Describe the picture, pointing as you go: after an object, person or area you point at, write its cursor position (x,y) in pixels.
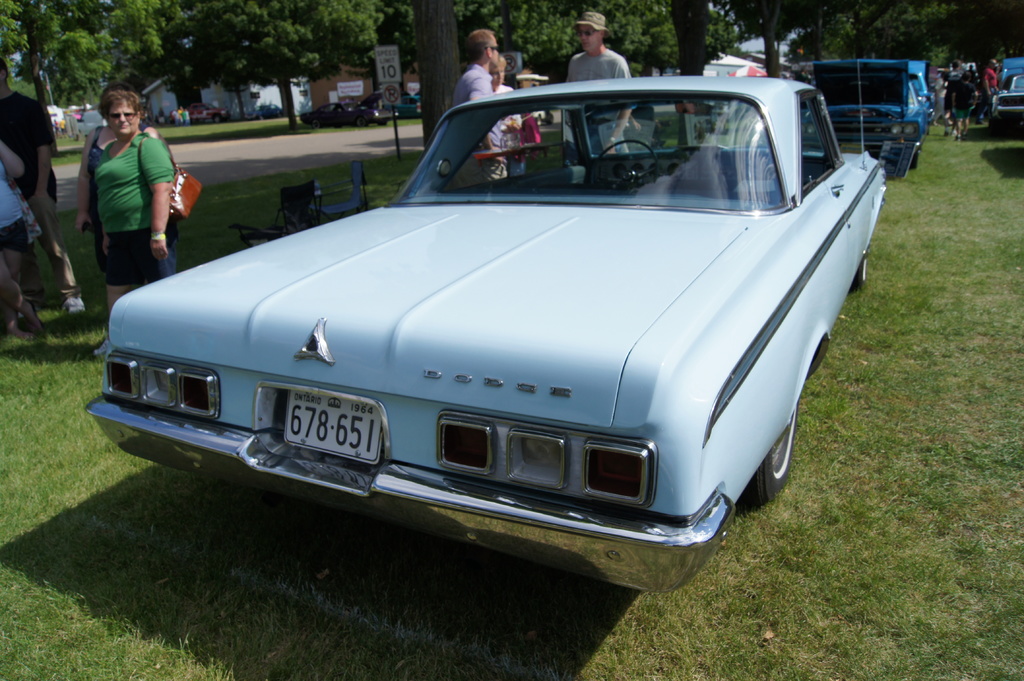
In this image in the front (629,333) there is a car (537,424) with some numbers (342,414) written on it. In the center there are persons (45,183) standing. In the background (424,72) there are trees (652,63), persons (963,76), vehicles (920,96), buildings (309,105) and boards (350,96) with some text (359,92) written on it. In the center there are empty chairs (294,216). In the front (286,587) there's grass (289,586) on the ground (10,675).
